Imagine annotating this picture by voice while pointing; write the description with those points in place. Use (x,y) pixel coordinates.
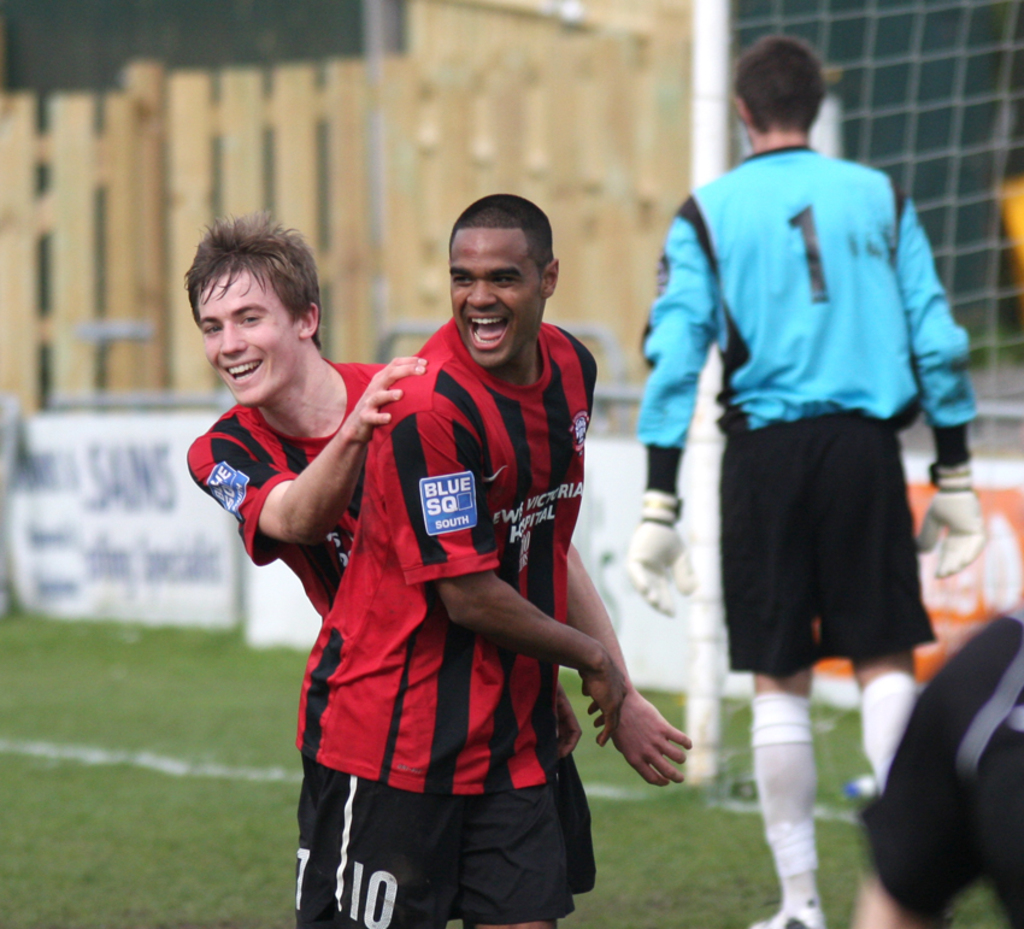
In this image we can see two men (369,517) are standing on grassy land (184,688) and smiling. They are wearing red-black color T-shirt (398,588) with shorts (409,885). On the right side of the image (871,554), we can see two more people (960,699). In the background of the image (764,20), we can see net (955,96), banners (69,474) and wooden wall (390,128).
